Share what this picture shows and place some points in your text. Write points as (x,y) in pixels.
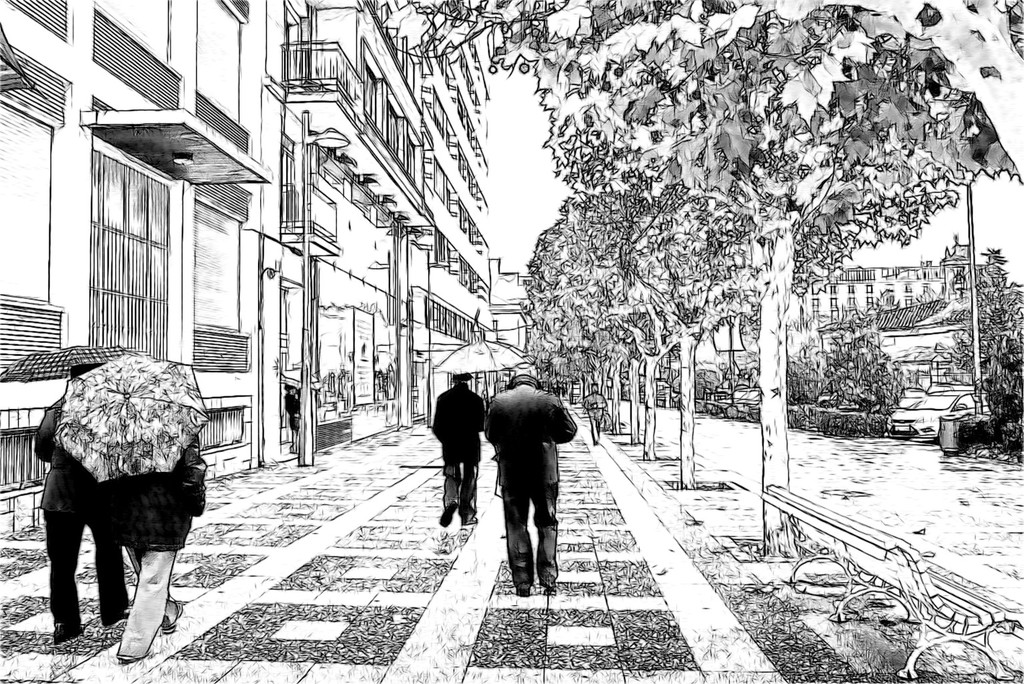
In this image I can see few people (121,567) walking. I can see three people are holding an umbrellas (128,417). To the right (709,242) I can see many trees (654,286) and the vehicle (914,428). To the left (172,268) I can see the building (177,249). In the background (578,359) I can see many trees (546,335), few more buildings (937,296) and the sky (533,175).
